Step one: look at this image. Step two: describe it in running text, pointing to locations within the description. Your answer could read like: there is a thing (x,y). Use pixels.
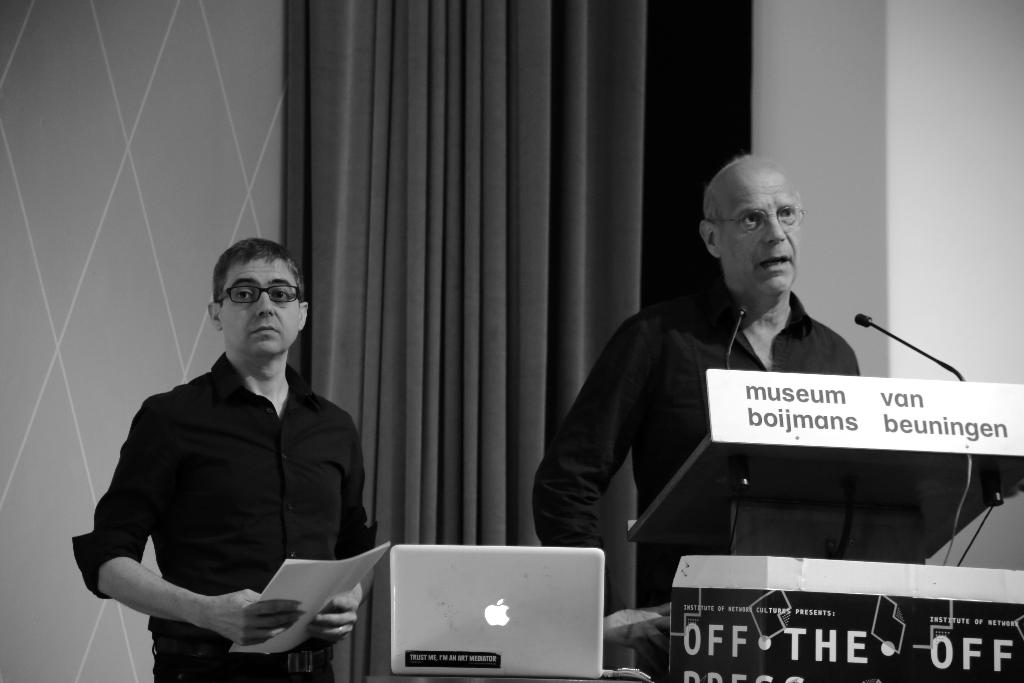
In this image I can see two persons (341,506) standing. I can also see two microphones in front of the person (822,330), a laptop (577,618). Background (498,158) I can see a curtain (428,138) and the image is in black and white.
